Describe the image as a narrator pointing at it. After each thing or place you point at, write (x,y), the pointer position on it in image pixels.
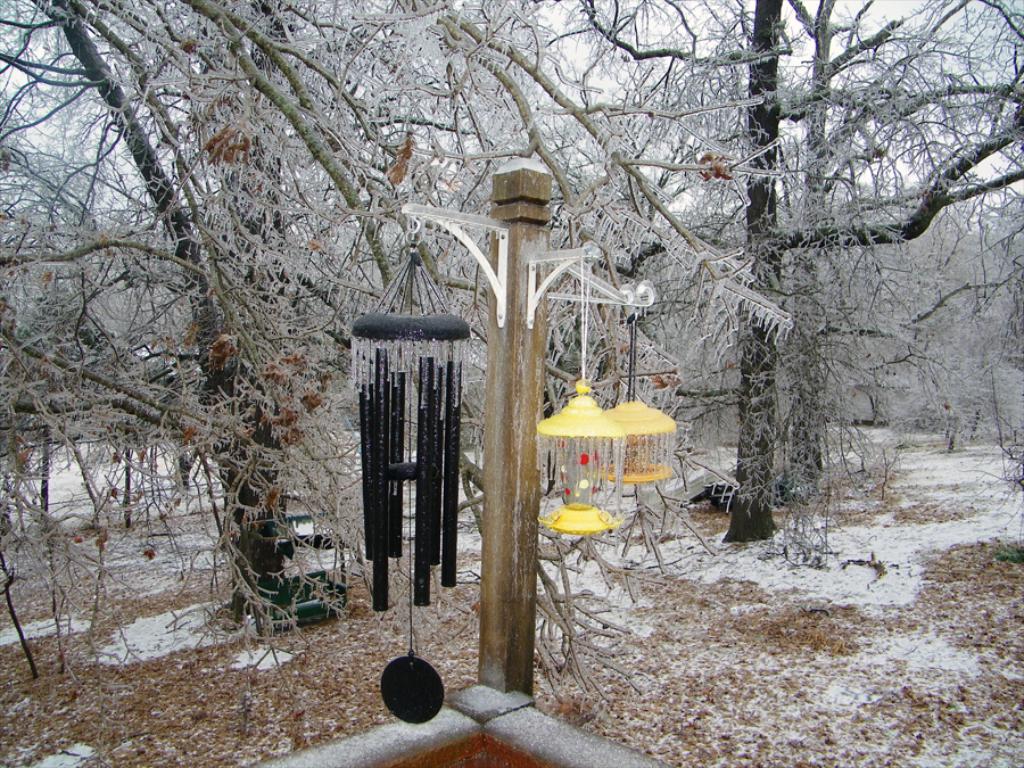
In this image, we can see the lanterns (616,443), pole (534,483) and decorative object (422,420). Background (998,505) we can see trees (679,445), snow (1000,519) and dry leaves (385,635).
